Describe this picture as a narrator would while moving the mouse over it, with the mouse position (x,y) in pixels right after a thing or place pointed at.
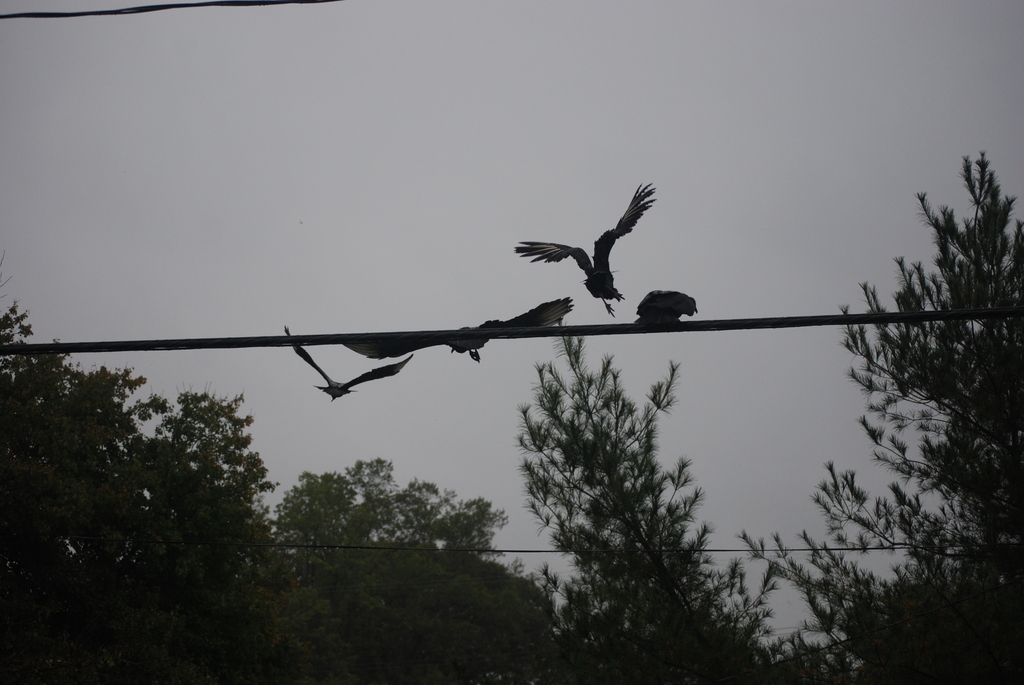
In this image there are trees (487,616), wires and bird (537,319) flying in the sky (882,233).
